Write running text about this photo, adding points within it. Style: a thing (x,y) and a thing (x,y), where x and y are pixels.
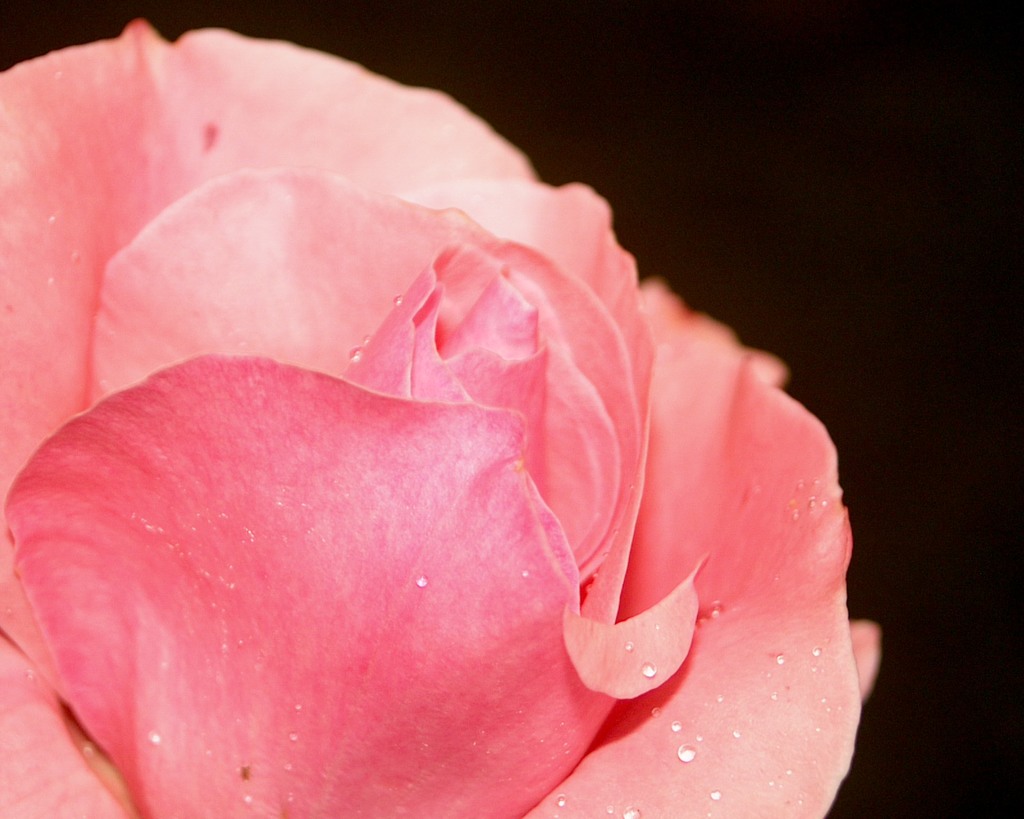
In the picture we can see a part of the flower (122,596) with petals (176,596) which are pink in color and behind it we can see dark.
